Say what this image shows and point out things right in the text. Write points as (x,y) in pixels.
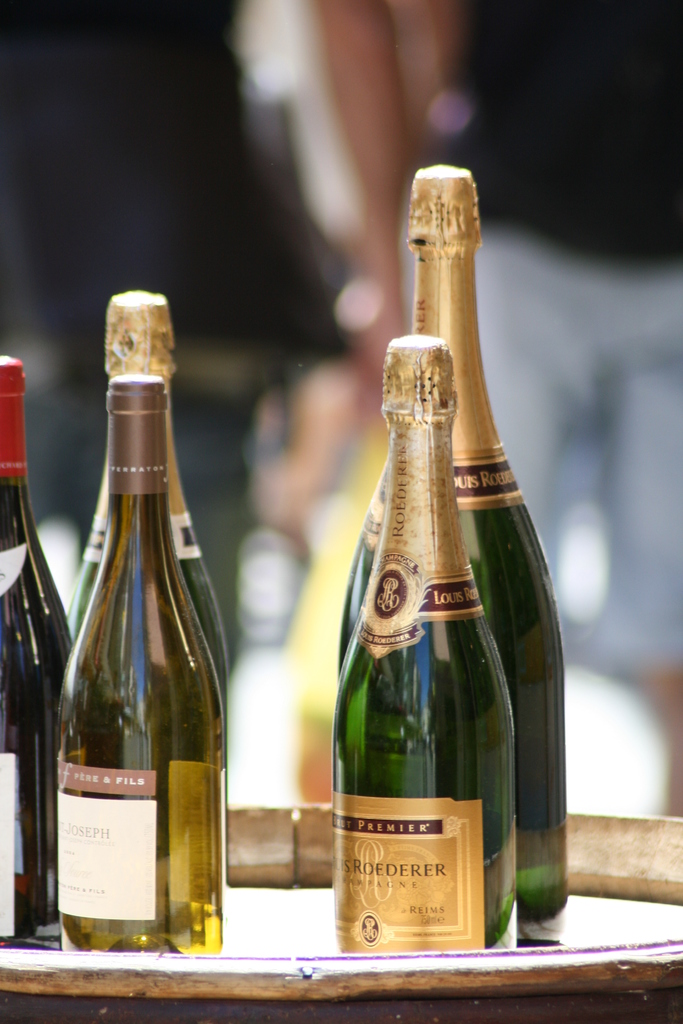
This picture shows a bunch of wine bottles (196,830) on the table (58,953).
